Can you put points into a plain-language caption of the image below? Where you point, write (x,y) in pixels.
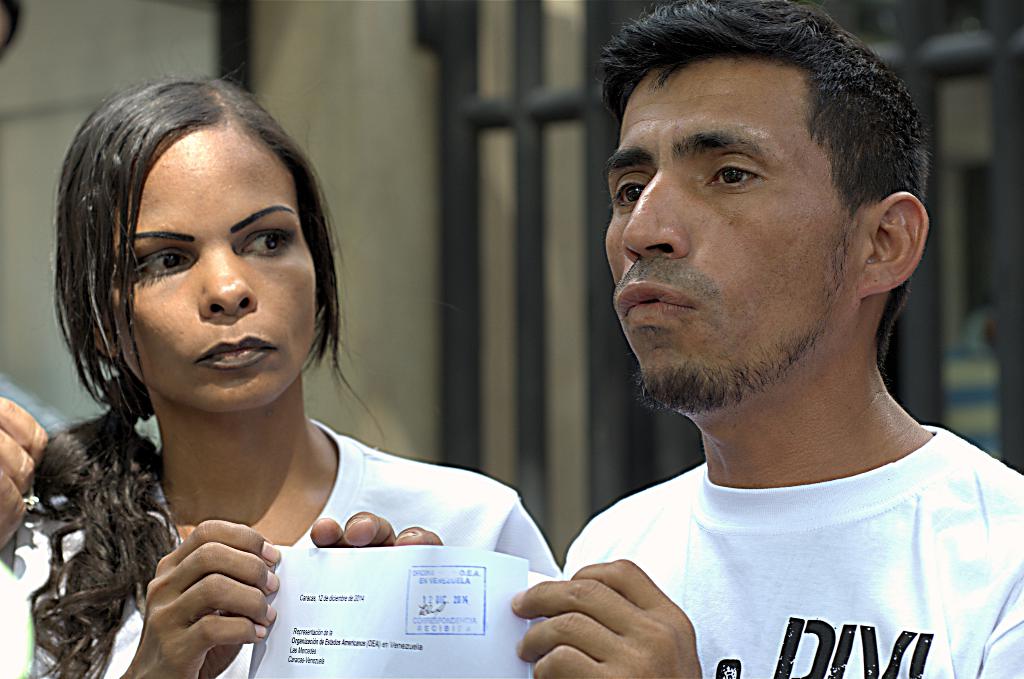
In this image, we can see two persons (339,485) wearing clothes (348,475) and holding a paper (383,619) with their hands (164,611). In the background (463,187), image is blurred.
